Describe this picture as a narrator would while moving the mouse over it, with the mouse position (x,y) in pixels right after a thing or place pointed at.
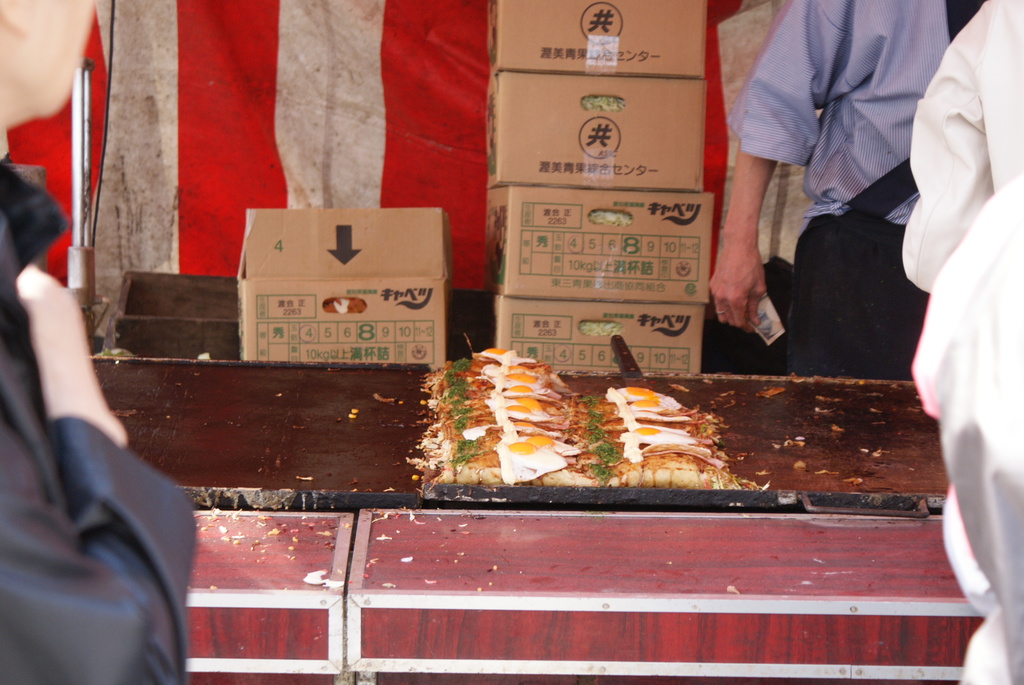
We can see food (501,381) on platform (527,500) and we can see people (876,272). Background (318,284) we can see cardboard boxes (627,23).
